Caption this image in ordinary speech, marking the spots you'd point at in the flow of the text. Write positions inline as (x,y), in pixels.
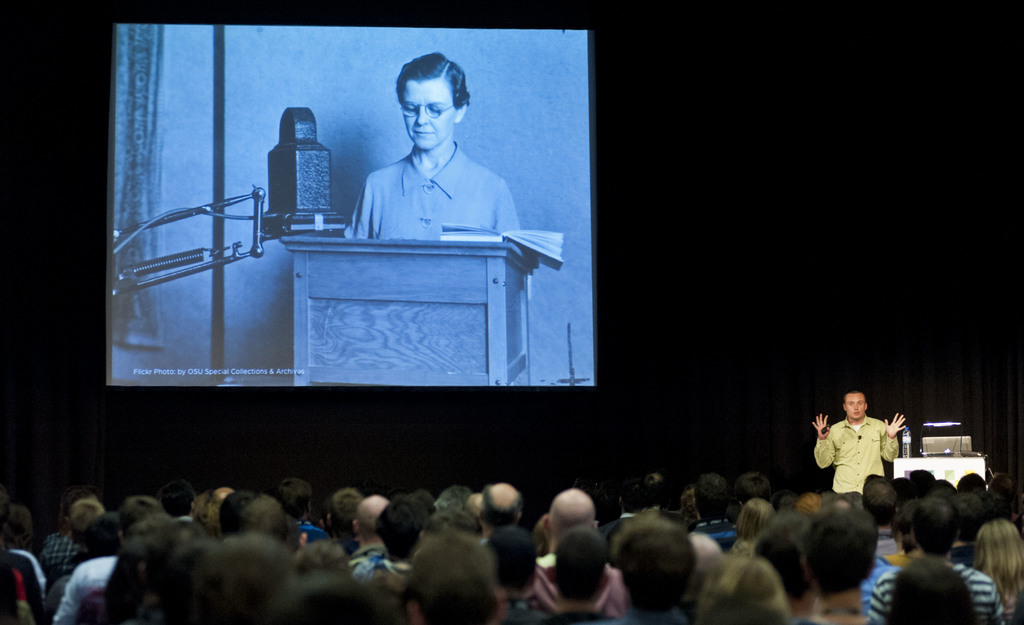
On the right (899,431) there is a man (851,440) who is wearing shirt (867,454) and raising his hands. He is standing near to the speech desk (939,468). On the desk (953,467) we can see water bottle (908,443), laptop (968,445) and mic (963,431). On the top left (133,133) there is a projector screen (308,292). In the projector screen (402,134) we can see a woman (431,146) who is standing behind the desk (412,286). On the bottom (984,617) we can see group of persons (552,529).
